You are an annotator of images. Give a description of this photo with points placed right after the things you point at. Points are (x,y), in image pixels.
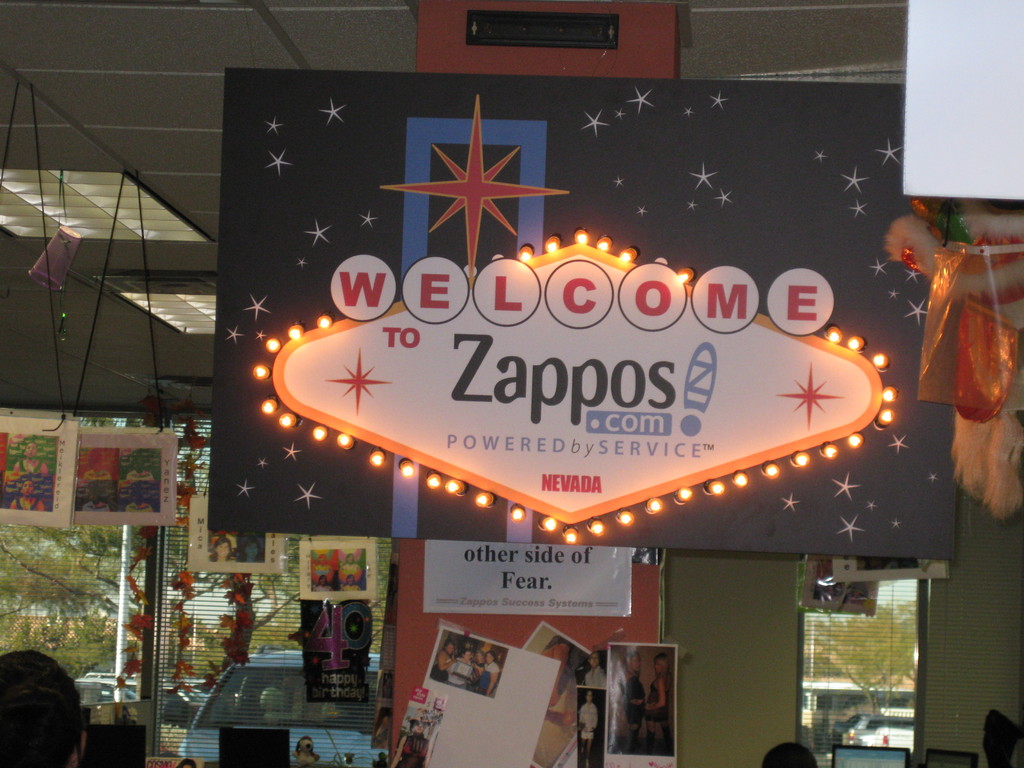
In this image I can see many boards (409,503) and the photos (501,656) can be seen. In-front of these boards (449,523) I can see few people (71,763). To the right (839,745) I can see the screens (858,758). In the background (245,648) I can see the glass doors (106,641) and I can see the vehicles (227,683), many trees (88,665) and the sky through the glass (167,671).
